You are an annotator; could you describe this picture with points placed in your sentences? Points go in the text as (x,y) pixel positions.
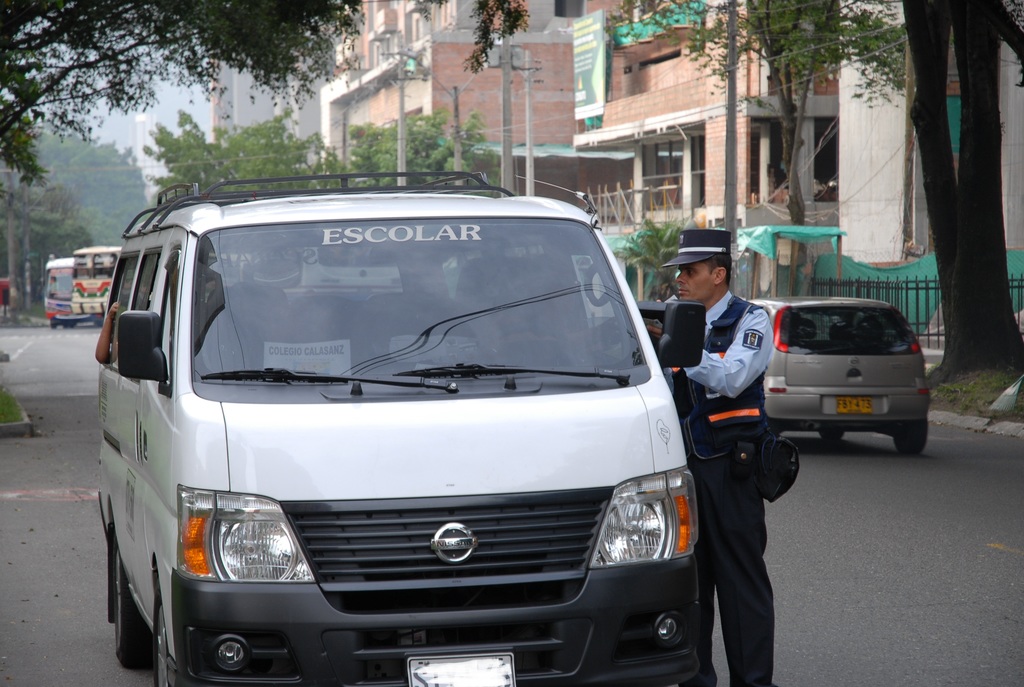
In this image I can see a road (72,551) and number of vehicles (341,411). I can see a man (734,682) in uniform (681,263) standing next to a vehicle (646,301). In the background (168,178) I can see number of trees (34,45) and number of buildings (393,118).
